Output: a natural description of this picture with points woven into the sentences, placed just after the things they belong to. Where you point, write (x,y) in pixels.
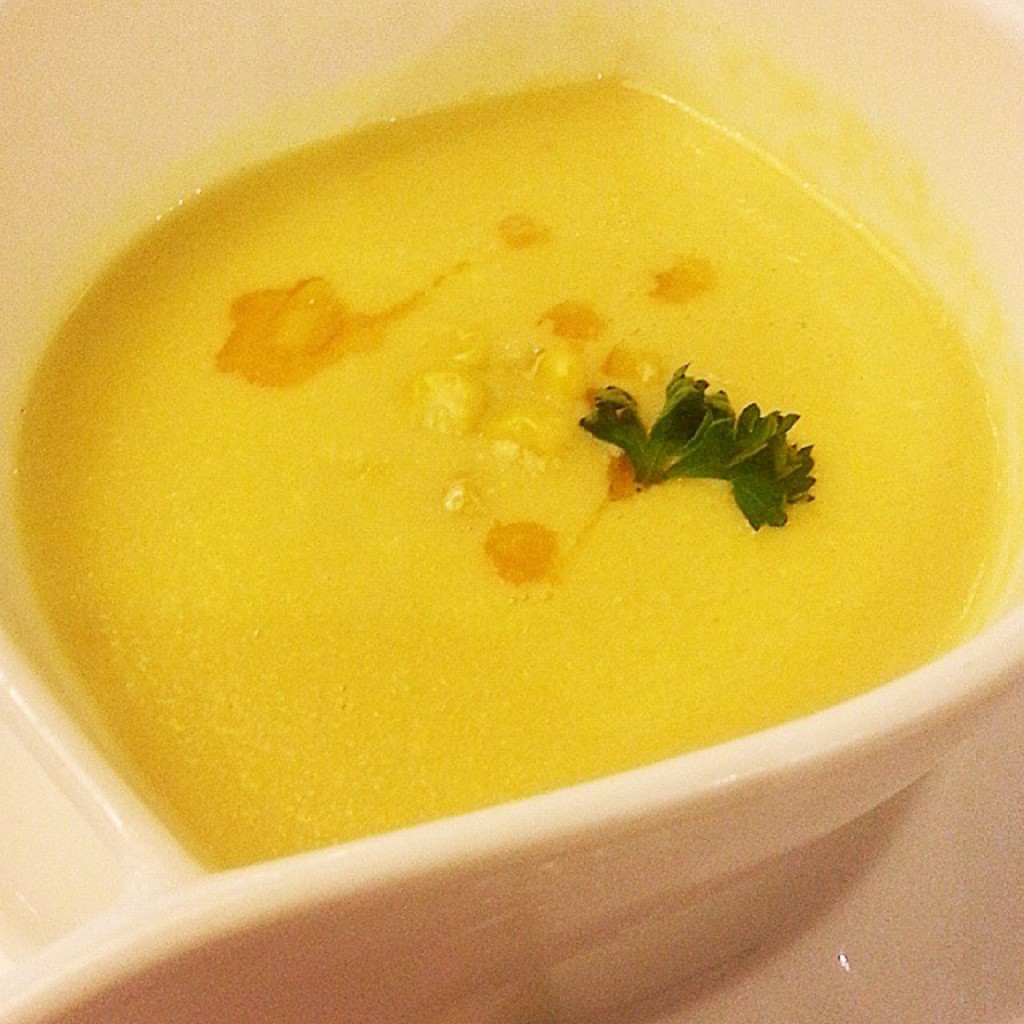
In this image in front (631,726) there is a food item (515,771) in a plate (565,889) which was placed on the table (954,924).
